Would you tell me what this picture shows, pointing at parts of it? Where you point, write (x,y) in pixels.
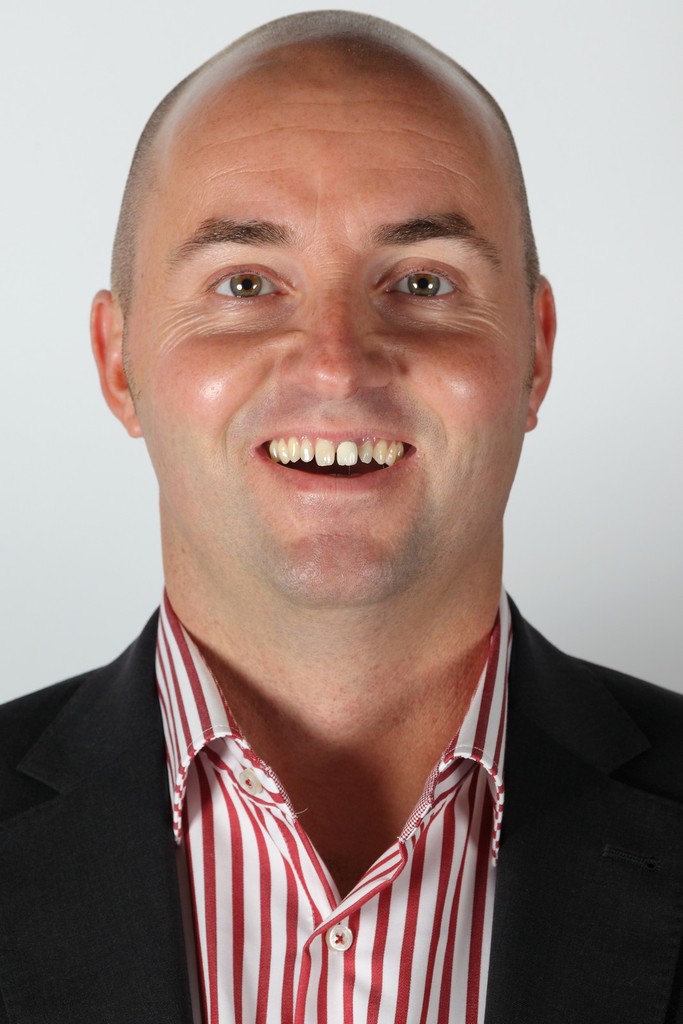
In this image we can see a person (303,728) wearing a black color blazer (155,824) and the background (104,26) is in white color.
